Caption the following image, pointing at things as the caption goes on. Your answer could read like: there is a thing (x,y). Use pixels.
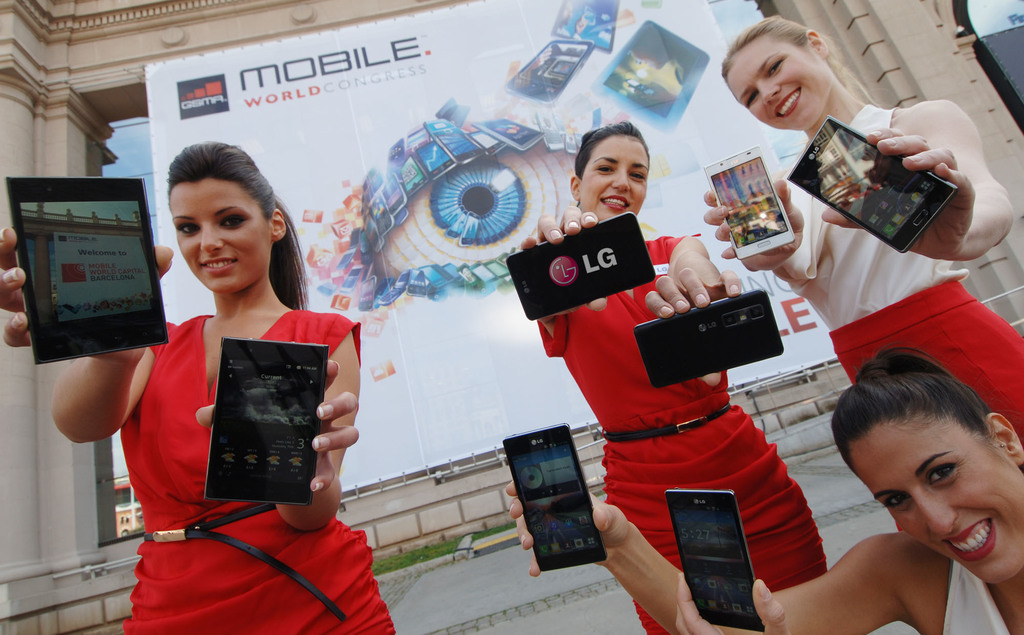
In this image I can see four women (855,254) are holding mobiles (545,285) in their hands (511,499). This is an outside view. In the background (167,93) I can see a building (127,49) and a board (224,113) is attached to the wall (168,52).
